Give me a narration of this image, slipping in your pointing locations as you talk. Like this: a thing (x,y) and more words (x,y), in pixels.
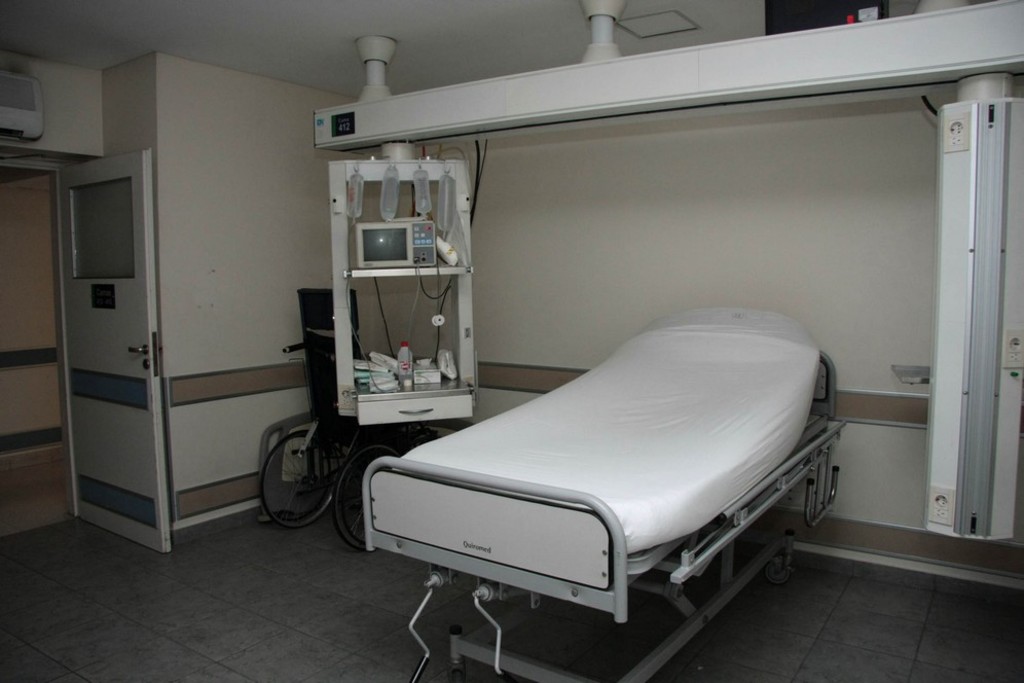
In this picture there is a bed (724,565), on which we can see bed-sheet (711,394). On the corner of the room (394,400) we can see a wheelchair (332,449) which is near to the machine (429,387). In this rack (433,415) we can see screen (390,253), wires (440,307), bottles (360,191), plastic covers (391,369) and other objects (388,386). On the left (114,367) there is a door (119,342).
